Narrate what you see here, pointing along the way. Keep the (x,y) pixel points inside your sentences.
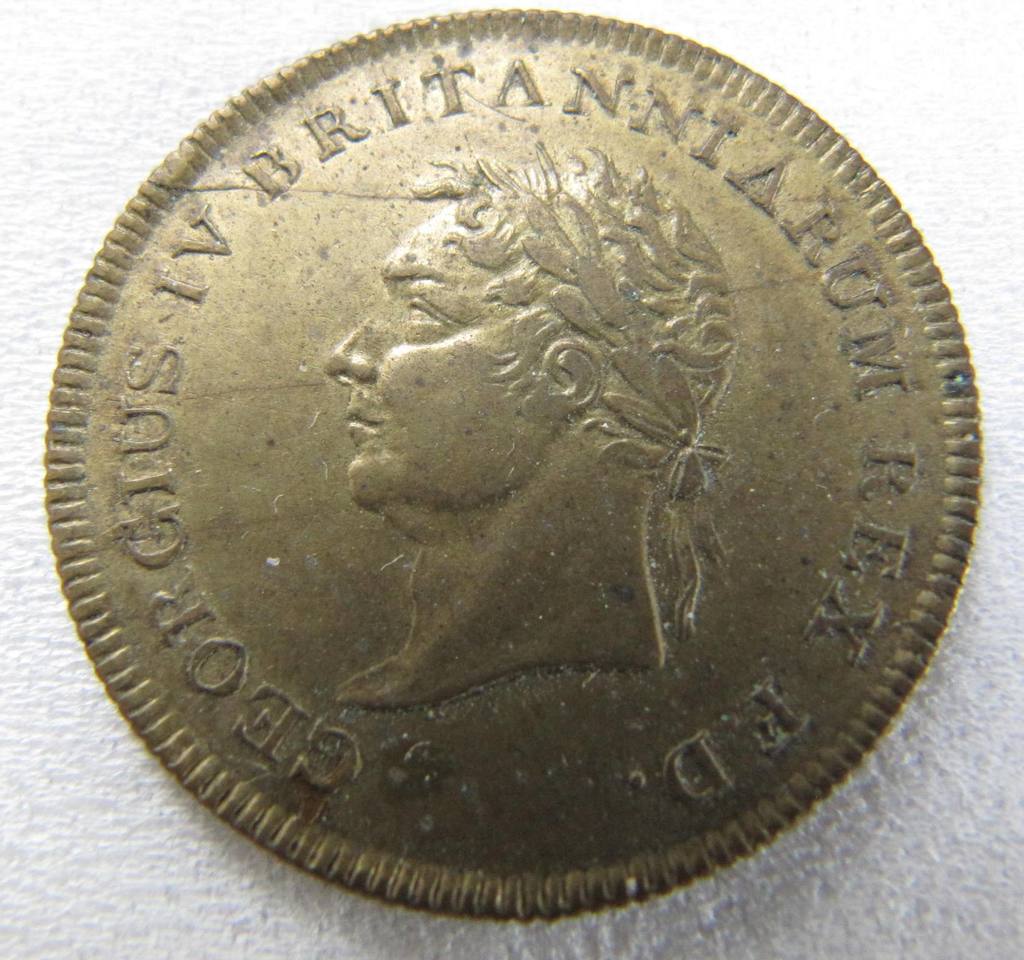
In this image we can see a coin (441,620).
